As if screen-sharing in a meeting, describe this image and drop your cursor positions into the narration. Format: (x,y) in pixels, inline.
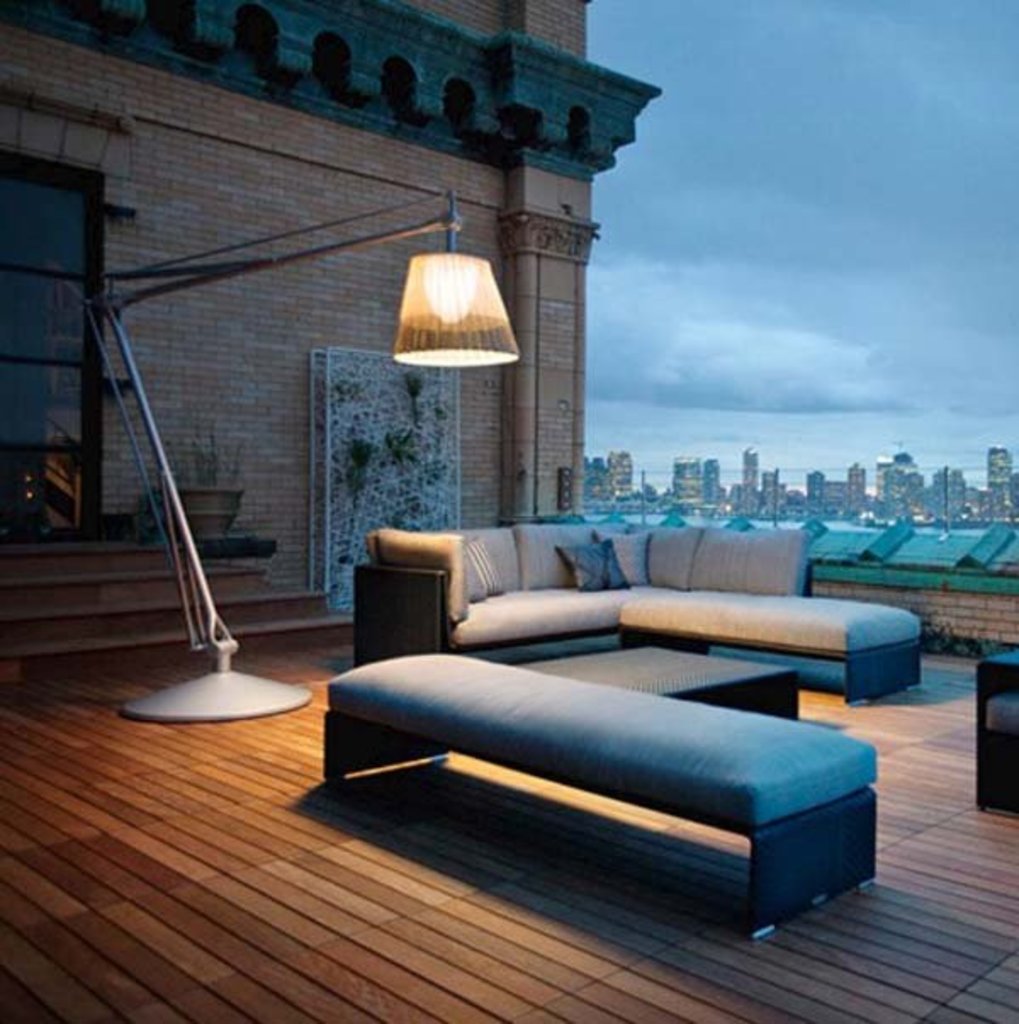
In this image there is a building (22,237), in front of the building (94,363) there is a lamp (449,319), below the lamp (226,273) there is a sofa set (577,598) and a table (667,682) on the wooden surface (552,923). In the background (843,316) there are buildings (965,508) and the sky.
